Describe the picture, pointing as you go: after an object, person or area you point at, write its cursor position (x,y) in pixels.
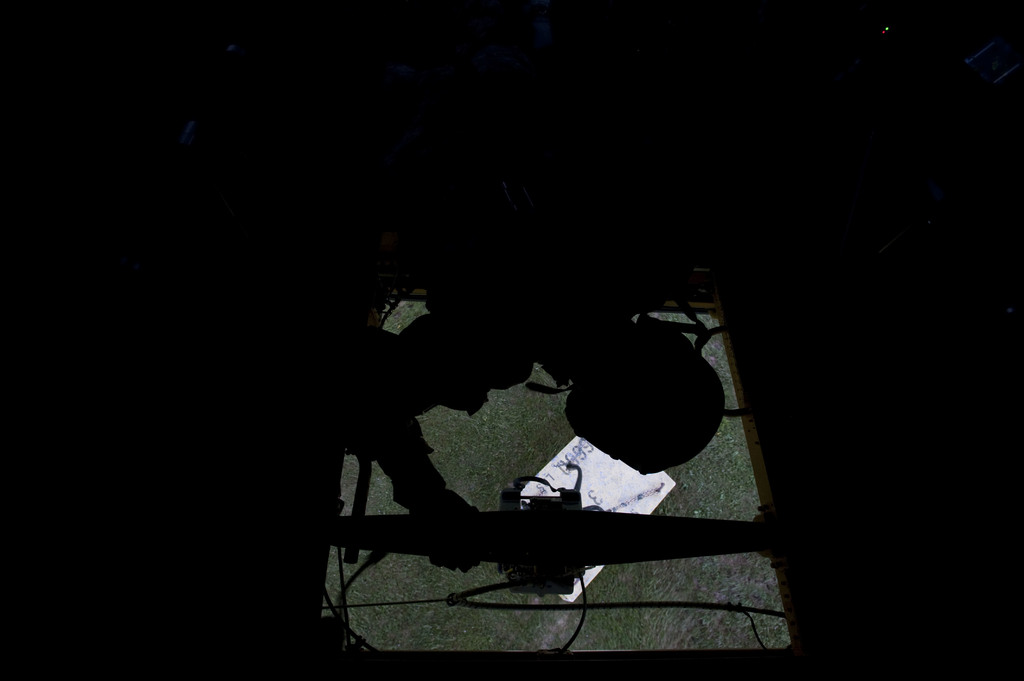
In this image in the front (478,321) there is a person (477,335) leaning over a hatch (492,549) and behind the hatch (567,495) there's grass (488,467) on the ground (495,493) and there is an object (619,478) which is white in colour.
